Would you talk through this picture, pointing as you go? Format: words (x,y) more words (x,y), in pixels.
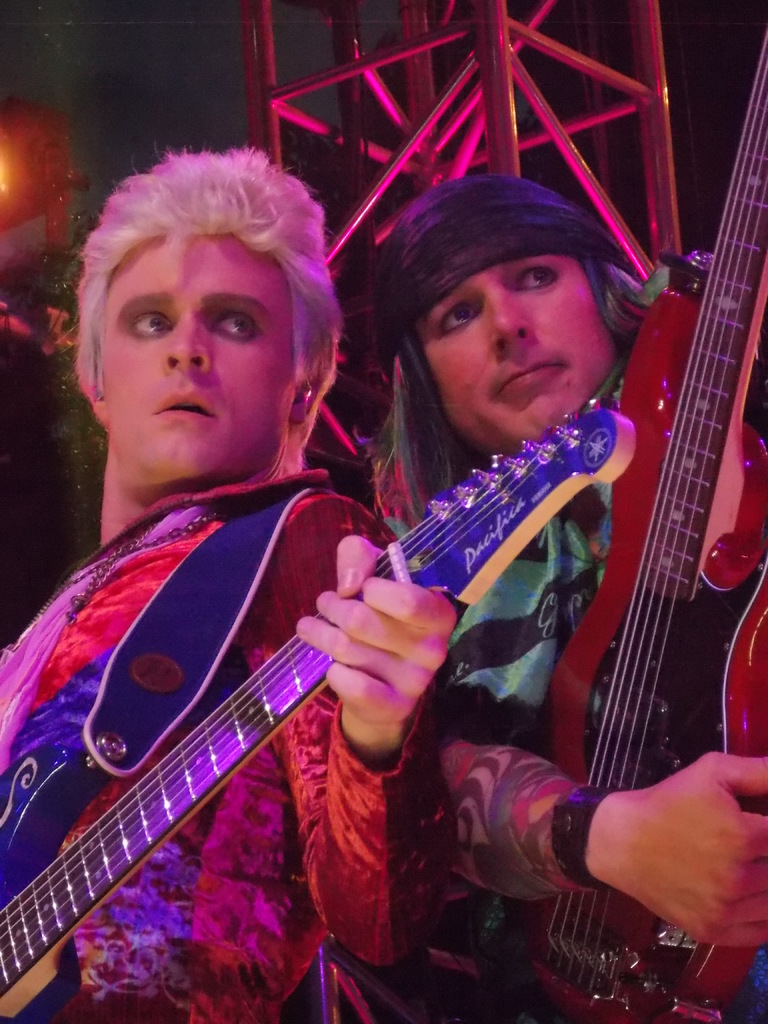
In this image I can see two people (287,483) are wearing the costumes (74,711) and holding the musical instruments (690,697).
